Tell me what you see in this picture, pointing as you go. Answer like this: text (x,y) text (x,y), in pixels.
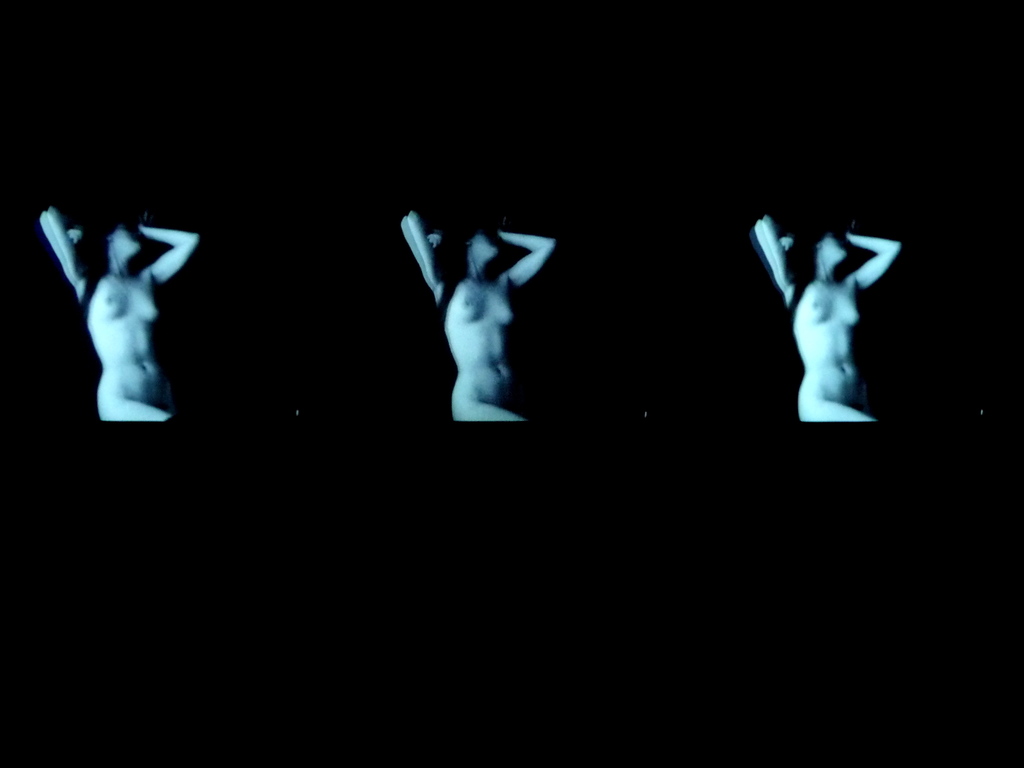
In this image I can see three women (146,344) and I can also see this image is in dark.
